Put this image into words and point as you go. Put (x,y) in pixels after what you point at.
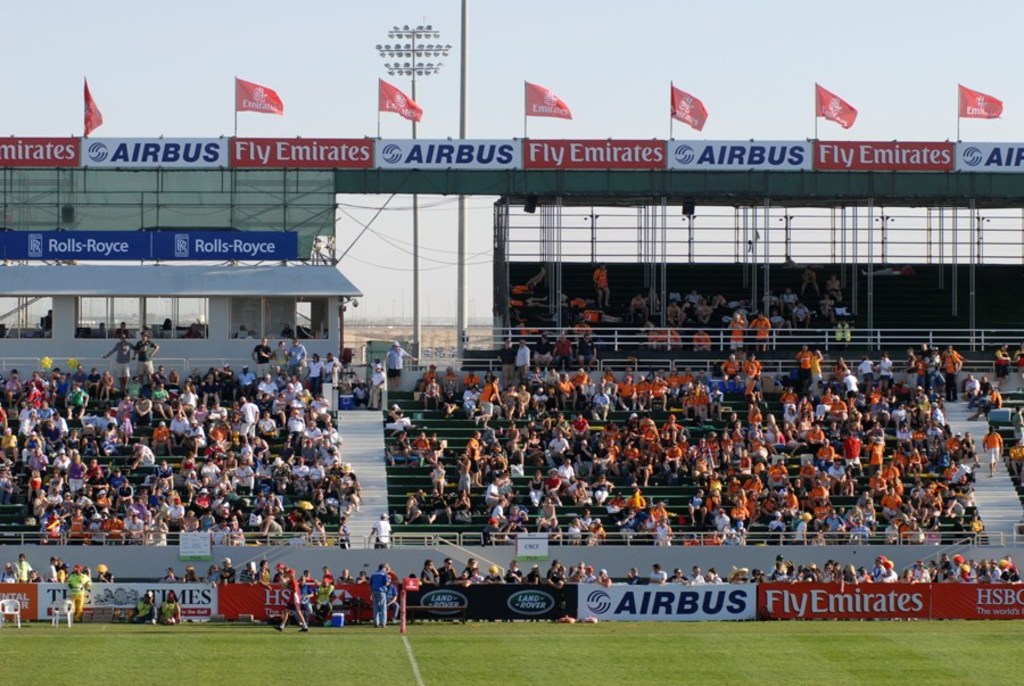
This image is taken outdoors. At the top of the image (305,54) there is the sky (725,59). At the bottom of the image (654,632) there is a ground (92,665) with grass (124,666) on it. In the middle of the image (635,305) many people (189,443) are sitting on the chairs (478,502) and a few (89,583) are standing. There are many boards (476,612) with text (676,604) on them. There are a few railings (824,330). There are a few iron bars (723,242) and poles (462,257). There are a few flags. A few (73,604) are walking on the ground (454,632) and there are two empty chairs (54,626) on the ground (136,645).
